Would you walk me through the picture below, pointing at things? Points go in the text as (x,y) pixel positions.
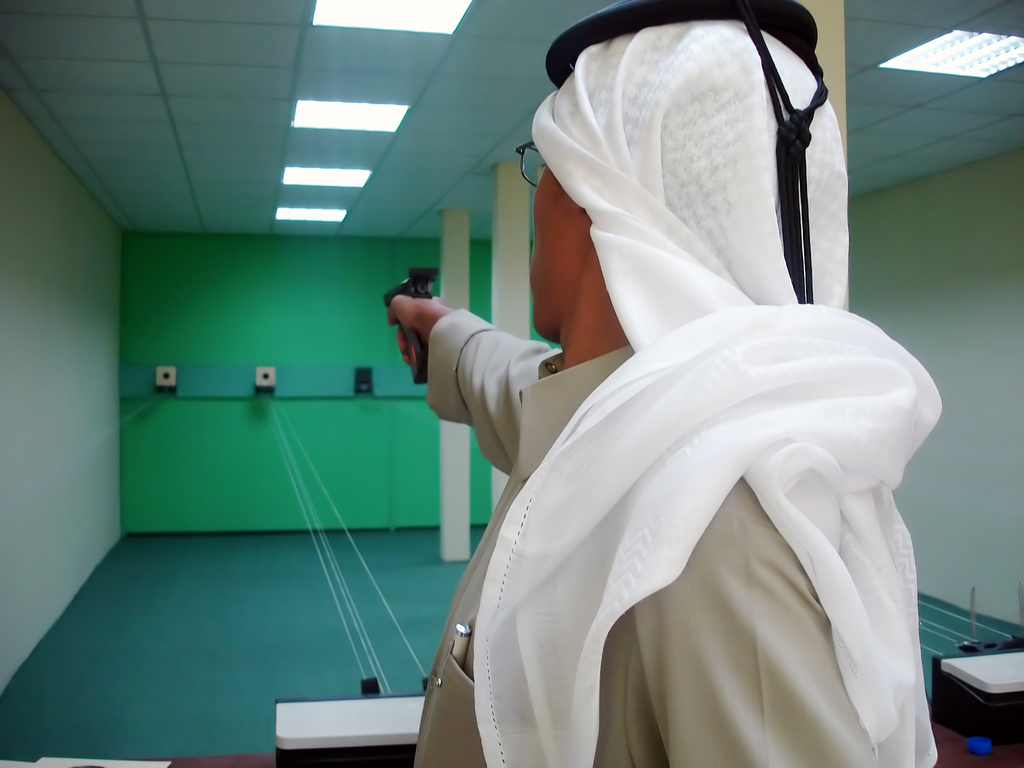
In this image there is one person (548,426) who is standing, and he is holding a gun (421,354). And on the right side (956,357) and left side (59,362) there is wall (985,380), at the bottom (384,711) there are some boxes (400,703) and some objects (378,693). And in the background (214,304) there is wall (306,458), pillars (513,328) and some objects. At the top (291,118) there is ceiling (320,88) and lights (328,127).
